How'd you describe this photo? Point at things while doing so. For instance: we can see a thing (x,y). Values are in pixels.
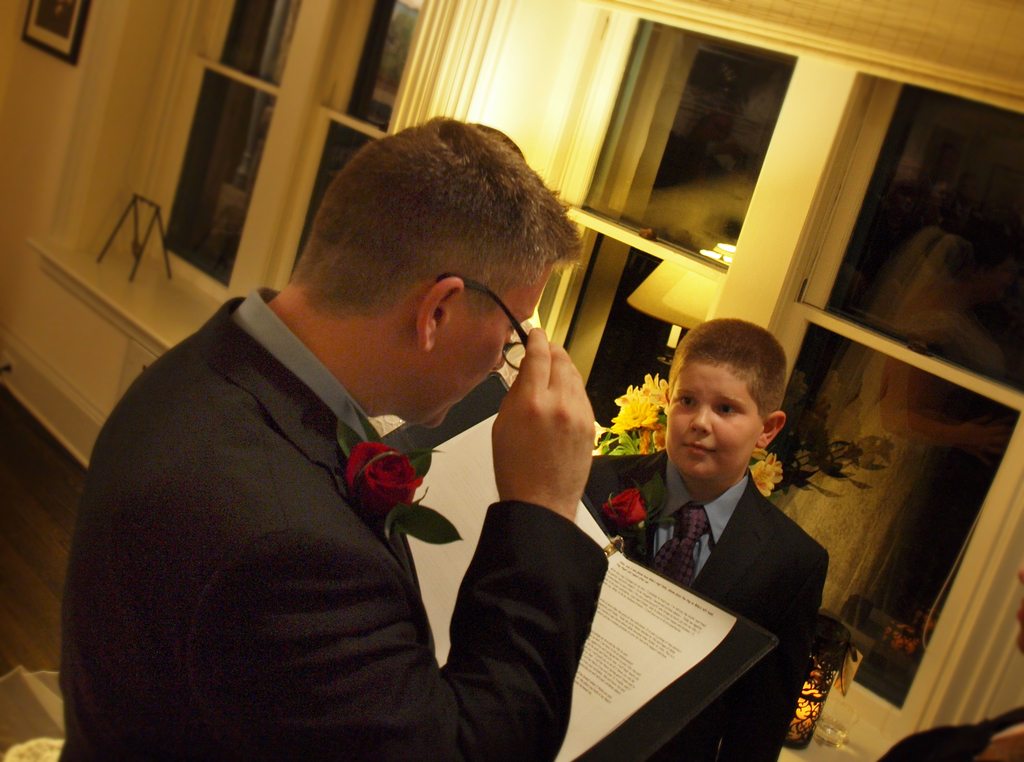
In this image there is a person (433,383) holding a file (444,596) and he is holding specs (516,362) in the other hand (564,370), which are on his face (464,371). In front of the person (559,558) there is a boy (707,421) standing. In the background (54,27) there is a frame (62,38) hanging on the wall (120,248) and there are windows (571,304), in front of the windows (790,499) there are lamps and a flower pot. At the bottom right side of the image (957,742) there is a person (928,752).
